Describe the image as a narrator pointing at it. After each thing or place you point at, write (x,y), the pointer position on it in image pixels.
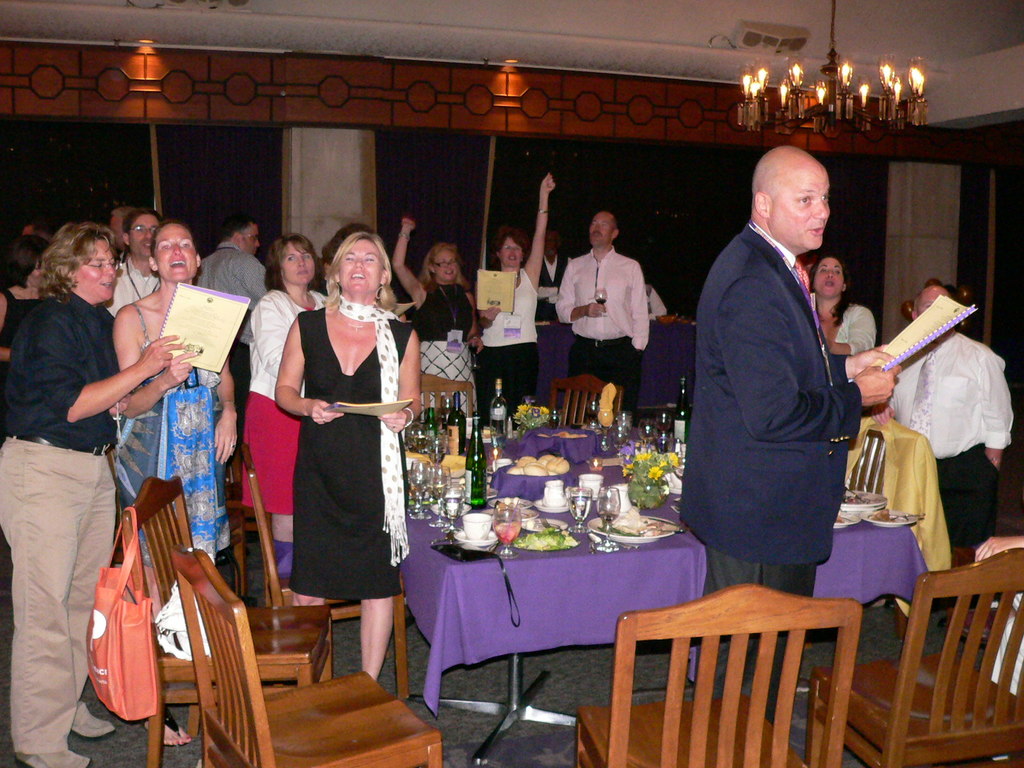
In this image, we can see a group of people (75,537) are standing. Few are holding some objects (923,343). Here we can see tables (627,583) and chairs (983,564). On the tables (880,541), we can see few bottles (478,482), glasses (439,463), some items (648,489). We can see bags (109,610) on the chair (153,601). At the bottom (514,748), we can see the floor (509,745). Background (305,204) we can see a wall (311,221). On the right side (854,115) top of the image (850,101), there is a chandelier (876,110).
